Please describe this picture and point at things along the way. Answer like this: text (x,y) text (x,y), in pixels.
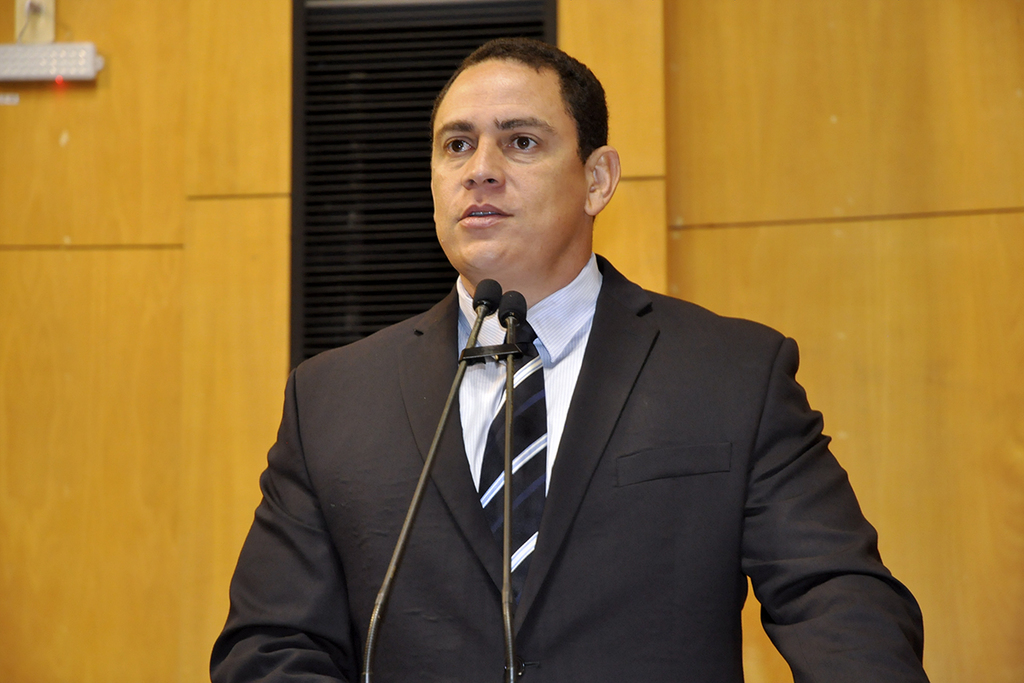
In this image we can see a person (444,467) wearing suit (404,488) and standing in front of the mics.
